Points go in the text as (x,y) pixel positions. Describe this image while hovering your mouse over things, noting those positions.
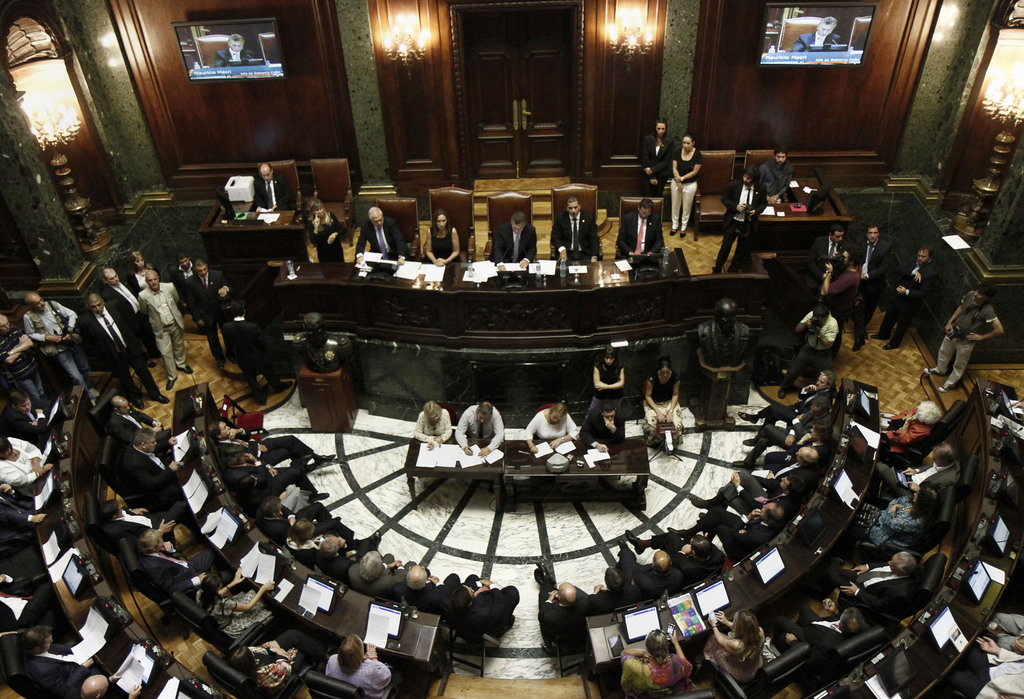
In this image I can see there are group of persons (155,320) sitting on the chairs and in front of them I can see a table (556,274), on the table (426,263) I can see papers (544,270) and some of them standing on the floor (870,330) in the middle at the top (800,43) I can see screens (794,61) attached to the wooden wall (839,88).
